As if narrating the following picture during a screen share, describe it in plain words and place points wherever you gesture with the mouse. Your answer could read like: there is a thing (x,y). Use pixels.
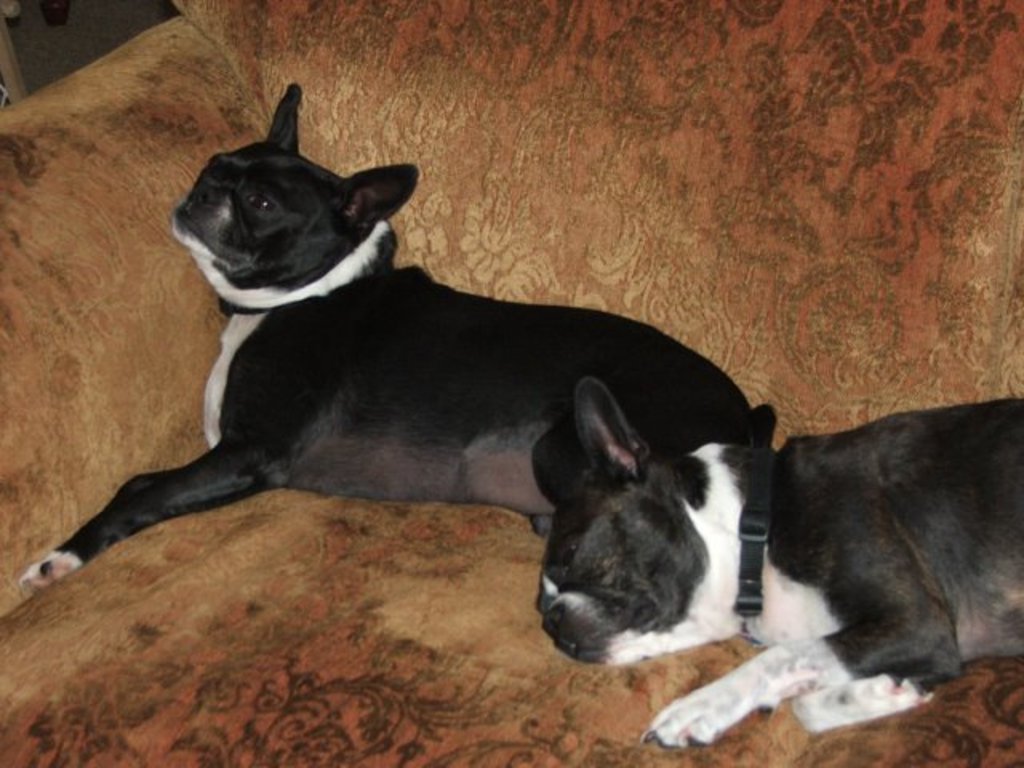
In this image I can see a couch (614,181) which is cream, brown and black in color. On the couch (402,650) I can see two dogs (469,383) which are black and white in color. I can see black colored belts (767,480) to the dogs neck (714,492).
